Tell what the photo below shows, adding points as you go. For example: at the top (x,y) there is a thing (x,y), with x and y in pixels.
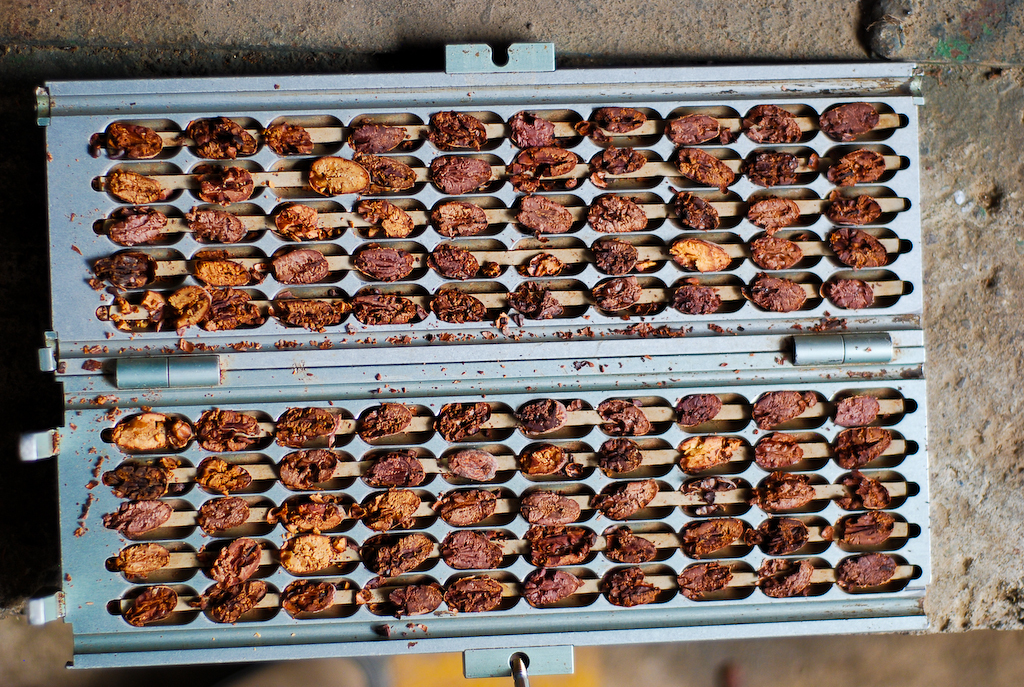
In the picture there is a machine (176,397) and some food items (511,176) are kept in that machine (361,332).
